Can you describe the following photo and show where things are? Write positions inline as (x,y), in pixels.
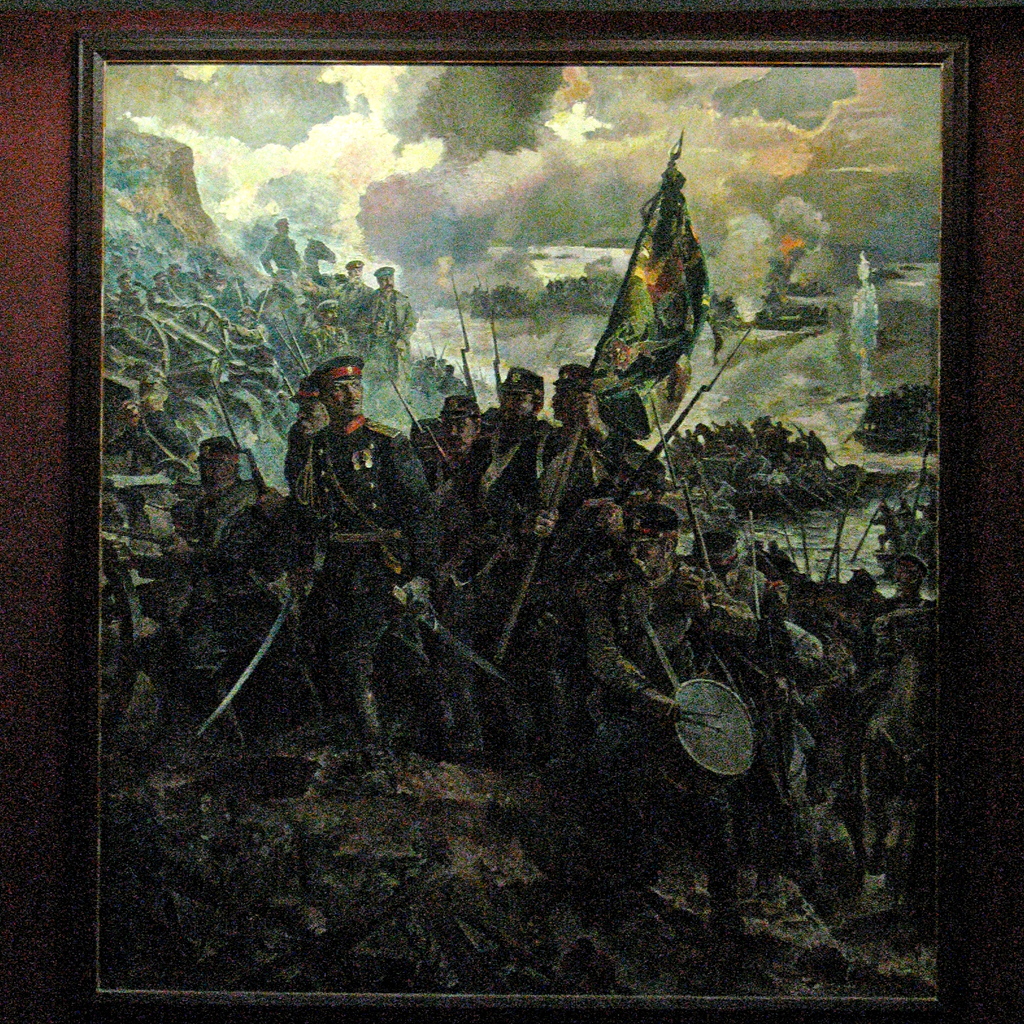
In this image I see a photo frame (669,47) and I see number of people (406,455) and I see a flag (688,239). In the background (504,156) I see the clouds (549,159) and this photo (733,744) is on the maroon color surface (55,246).
